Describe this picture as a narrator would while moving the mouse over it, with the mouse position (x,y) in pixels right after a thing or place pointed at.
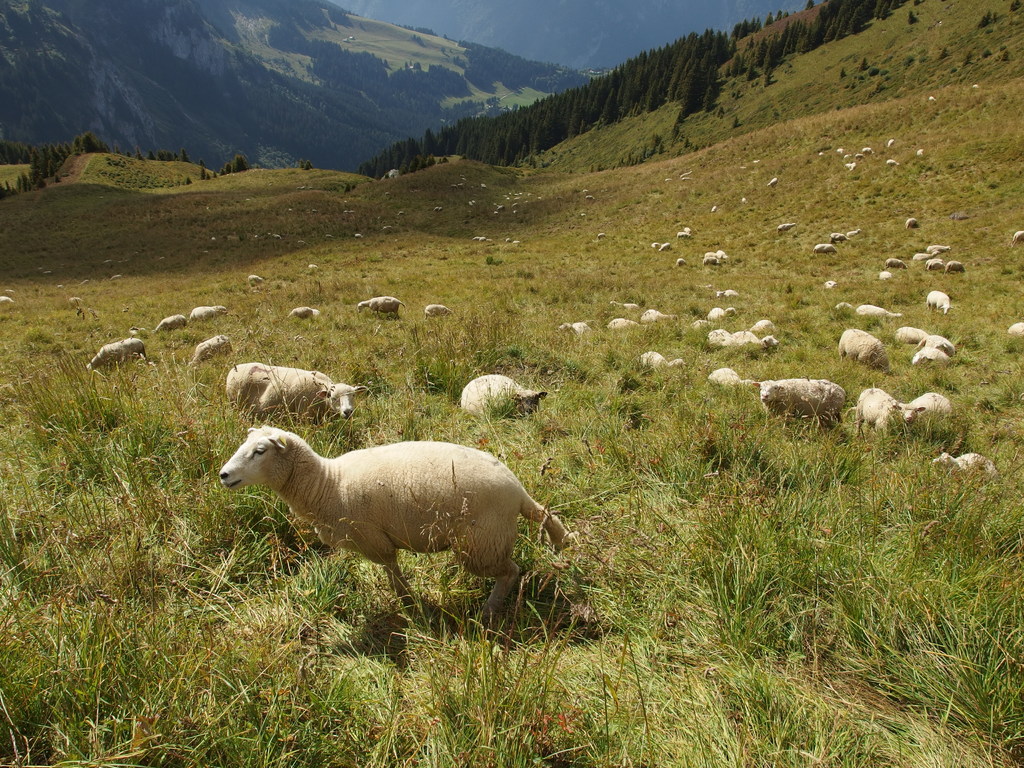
In this picture i can see many sheep (973,465) on the farmland (726,437). At the bottom (525,700) i can see the grass (479,706). On the right (804,391) and left i can see some animals (122,356) are eating the grass (775,304). In the background (420,119) i can see the mountains (490,116), trees (854,23) and plants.
